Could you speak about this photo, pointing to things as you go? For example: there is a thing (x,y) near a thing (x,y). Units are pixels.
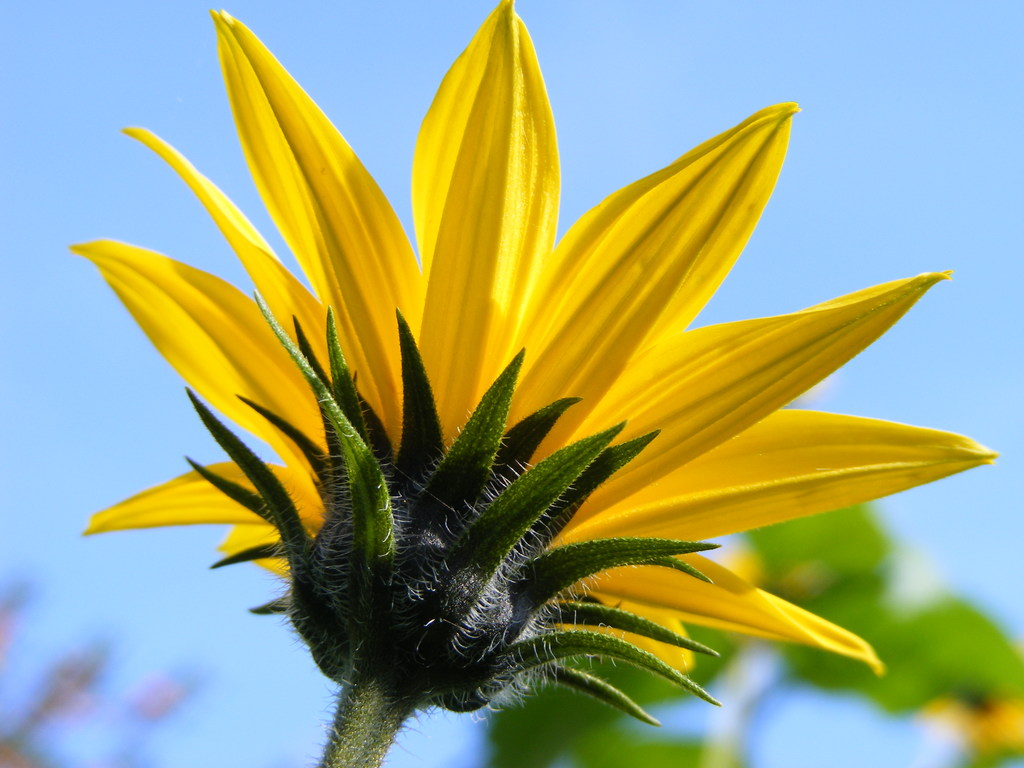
In this image we can see a yellow color flower (413,296) and the background (766,744) is blurred.
